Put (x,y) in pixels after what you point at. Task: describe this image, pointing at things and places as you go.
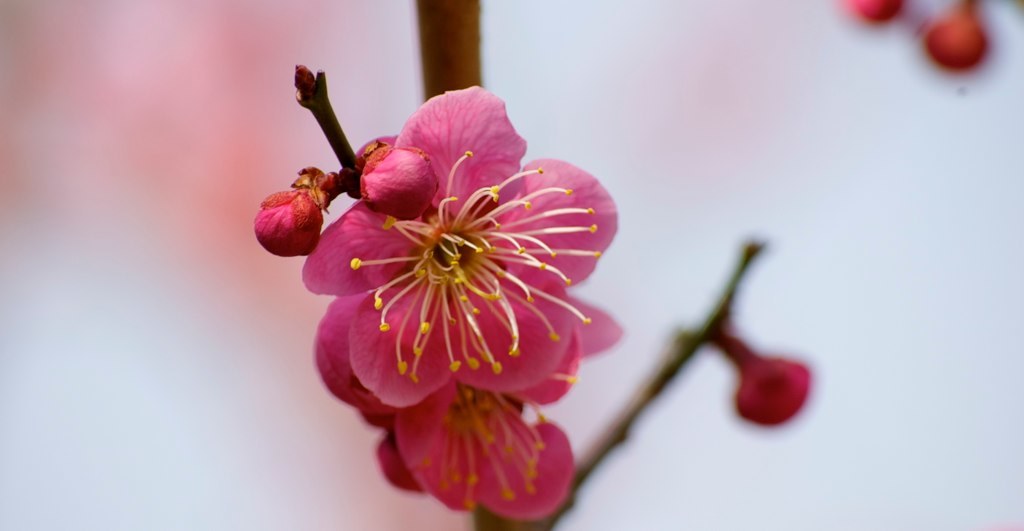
In this image there are flowers (431,331) and buds (764,370) to the stem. The background (747,182) is blurry.
